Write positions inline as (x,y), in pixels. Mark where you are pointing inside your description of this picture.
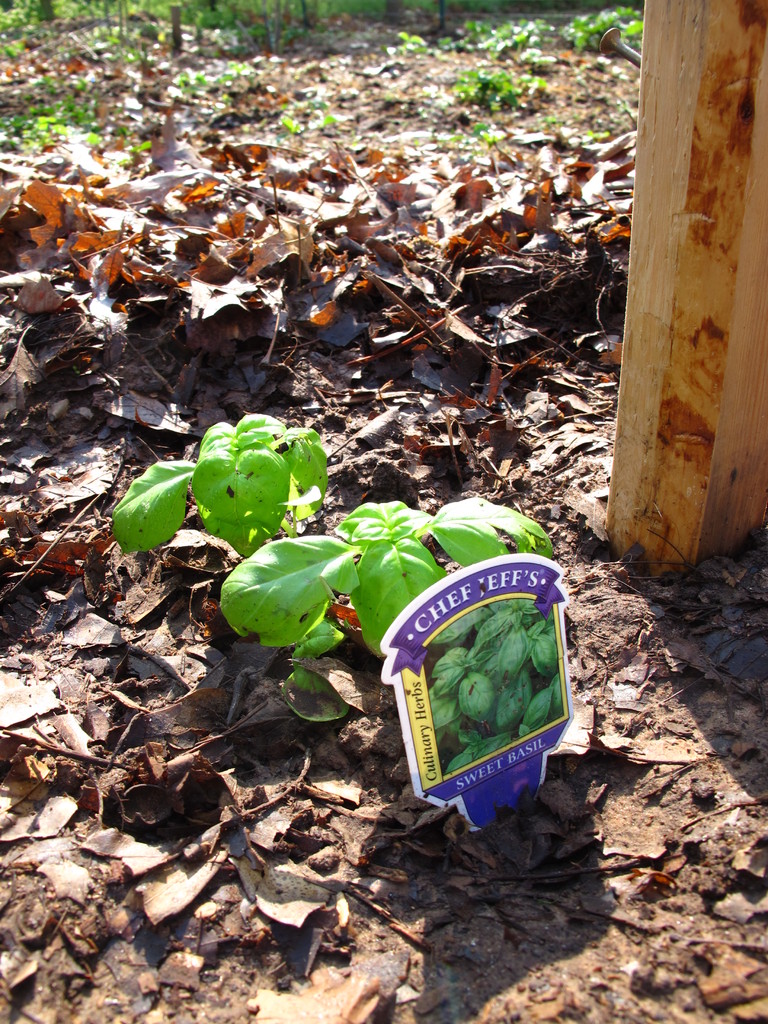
In this picture we can see a name board (460,750), wooden object (616,459), dried leaves (364,239), plants (480,81) on the ground (324,44).
